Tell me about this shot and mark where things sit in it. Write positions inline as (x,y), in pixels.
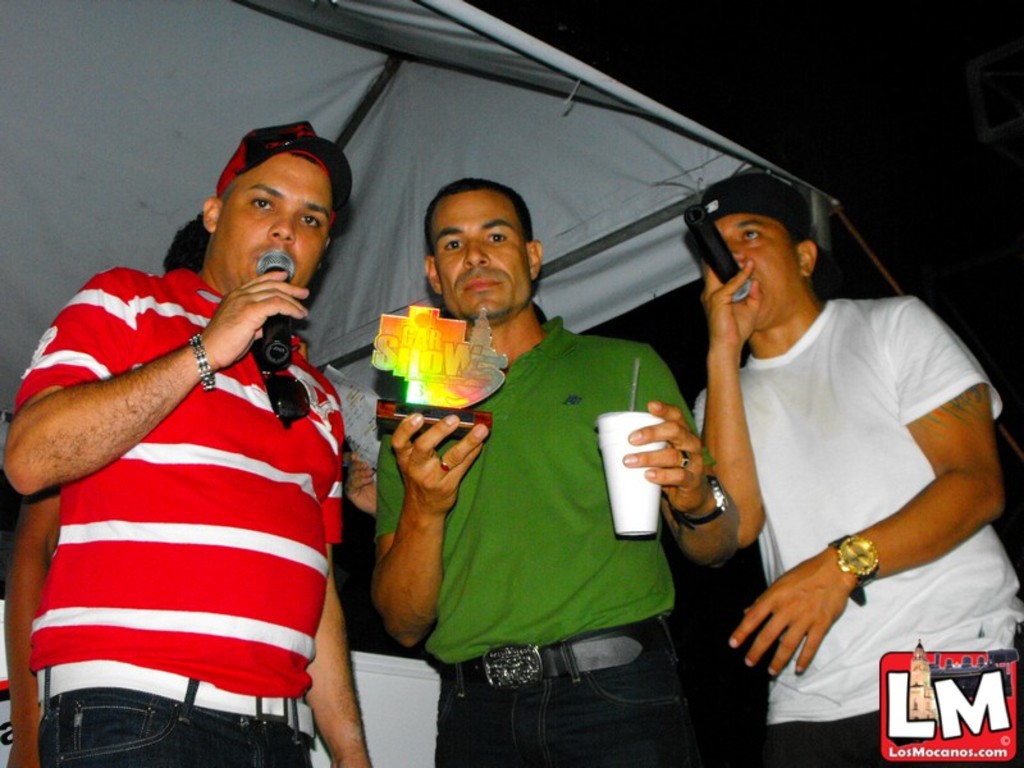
In the image we can see three men (394,472) standing, wearing clothes (441,601) and two of them are wearing a cap (266,152) and holding microphone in their hand (736,279). The middle man (565,457) is holding a glass (635,523) and other object (477,411) in his hands (462,452). In the right bottom (945,704) we can see watermark (921,721). Here we can see the pole tent (526,95) and a dark sky (826,153). Behind the left man (107,556) we can see a person (31,589) standing.
